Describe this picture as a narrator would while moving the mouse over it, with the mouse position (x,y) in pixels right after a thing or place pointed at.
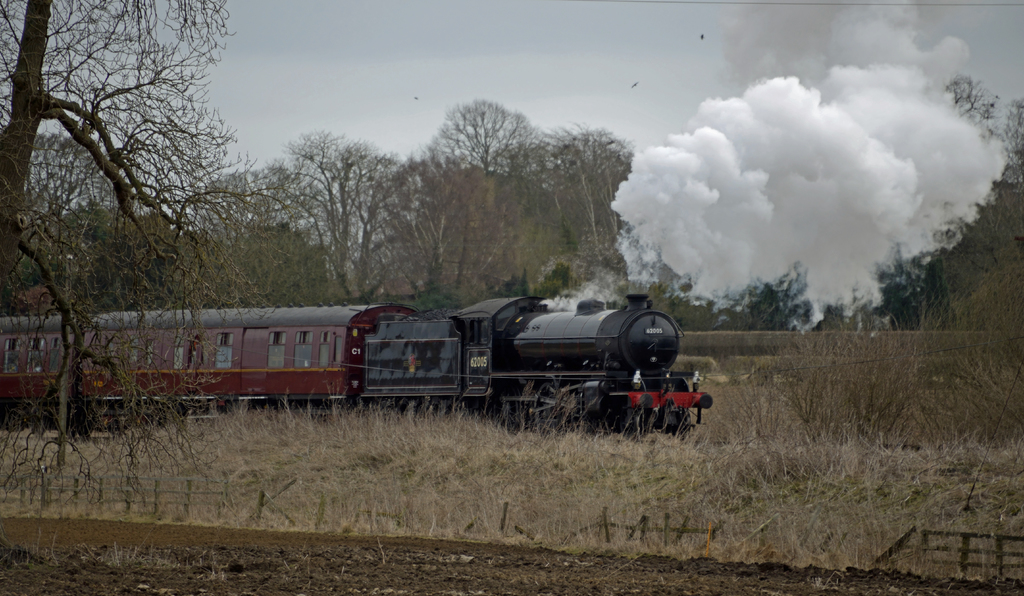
In this picture there is a train (658,393) on the railway track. Here we can see smoke (752,156) which is coming from the engine (613,312). On the bottom (514,447) we can see wooden fencing (999,554) and grass (870,464). In the background (59,208) we can see many trees (496,265). At the top (341,70) we can see sky (627,14) and clouds (477,19). Here we can see birds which are flying in the sky (432,108).
